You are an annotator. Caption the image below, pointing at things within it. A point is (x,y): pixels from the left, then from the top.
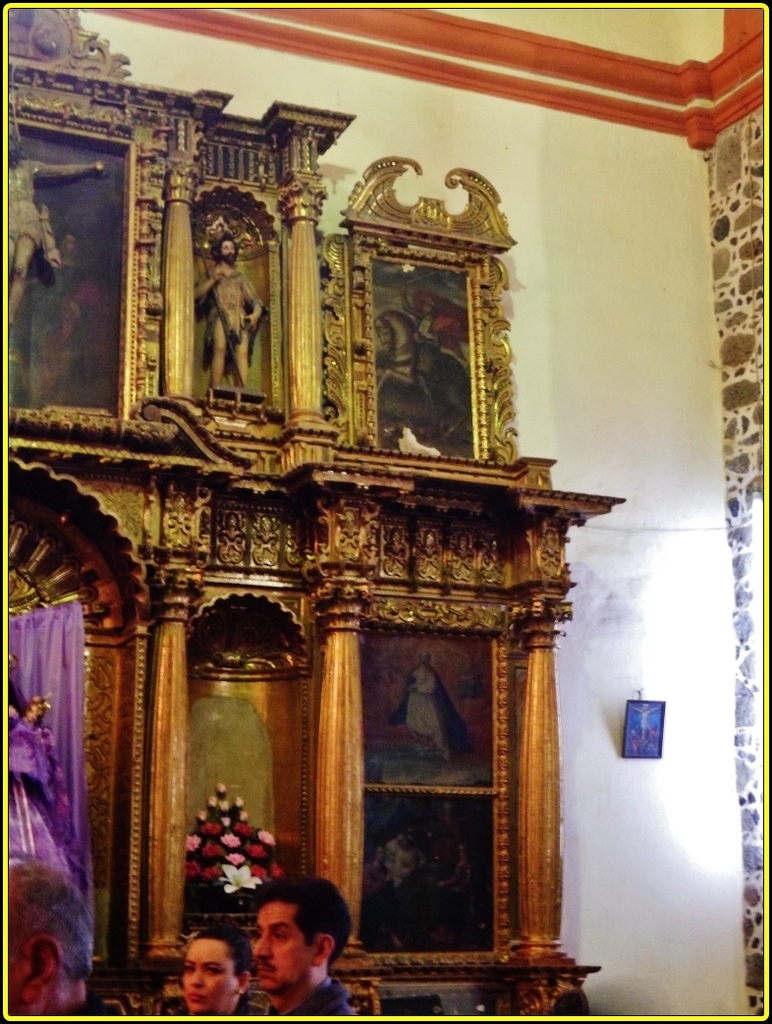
In this image we can see persons (210,928) sitting, wall hangings (121,322) to the wall (521,385), statue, curtain (71,652) and bouquets (196,865).
